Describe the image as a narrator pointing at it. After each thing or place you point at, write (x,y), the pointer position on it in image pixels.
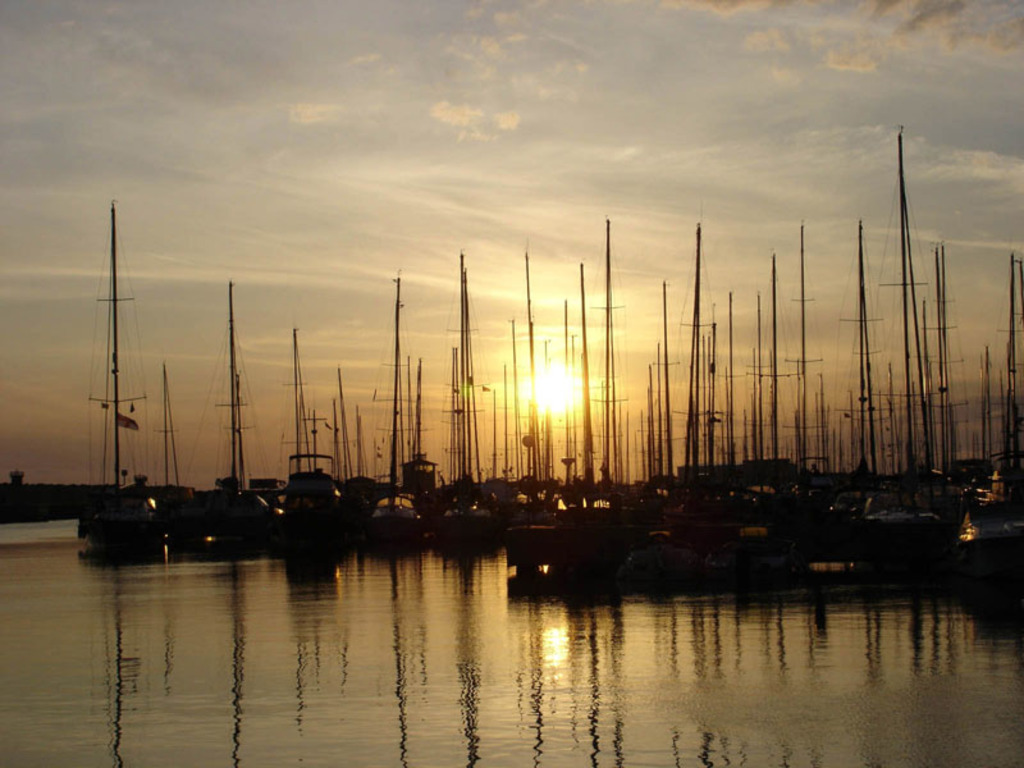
In this image there are ships (231,490) on a river (972,606), in the background (493,391) there is a sun rise (554,365) in the sky (478,371).
